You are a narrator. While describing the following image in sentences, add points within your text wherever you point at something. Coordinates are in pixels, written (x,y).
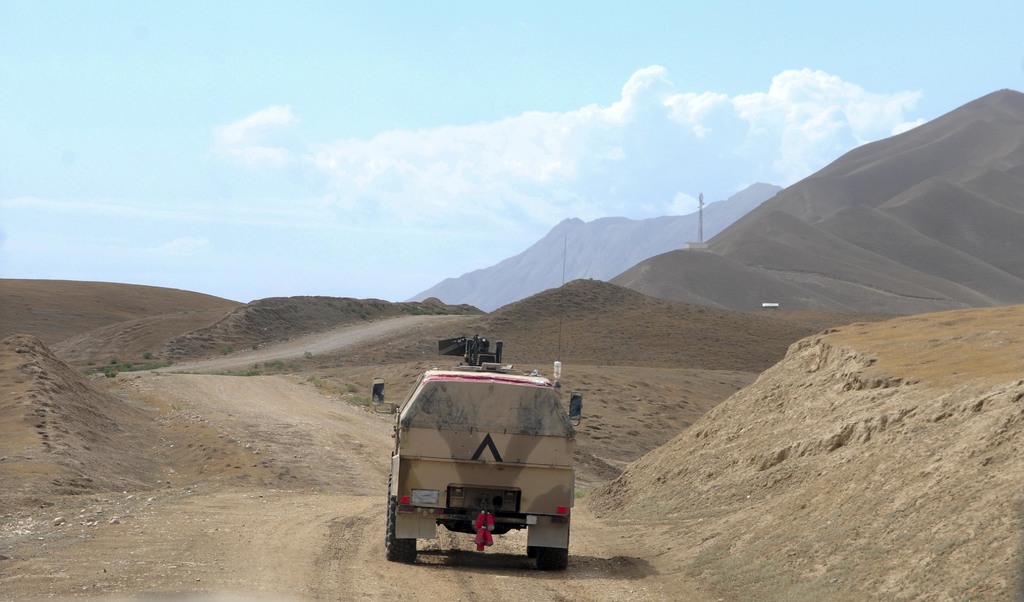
In the picture we can see an army vehicle (493,532) on the muddy path road (335,589) and on the both the sides we can see muddy slopes (723,482) and hills (365,345) and in the background (458,323) also we can see many hills (774,324) and the sky (340,168) with clouds (559,193).
